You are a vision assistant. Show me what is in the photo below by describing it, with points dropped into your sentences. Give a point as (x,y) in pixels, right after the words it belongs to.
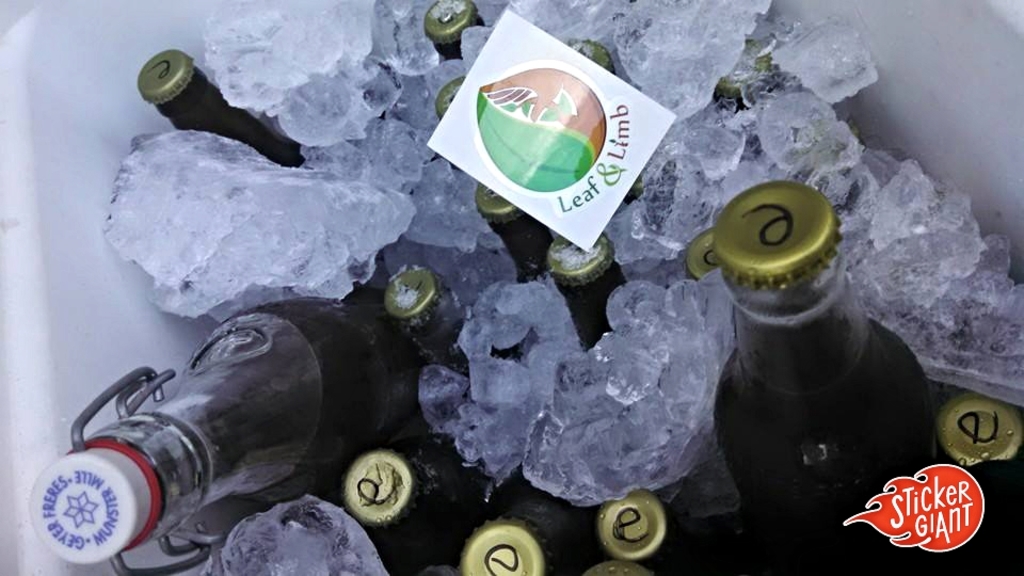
In this picture, this is a box (5,397) in the box (44,247) there are group of bottles (718,404) and ice cubes (522,378). On top of the ice cubes (394,245) there is a sticker (528,195). On the image there is a watermark (901,502).
